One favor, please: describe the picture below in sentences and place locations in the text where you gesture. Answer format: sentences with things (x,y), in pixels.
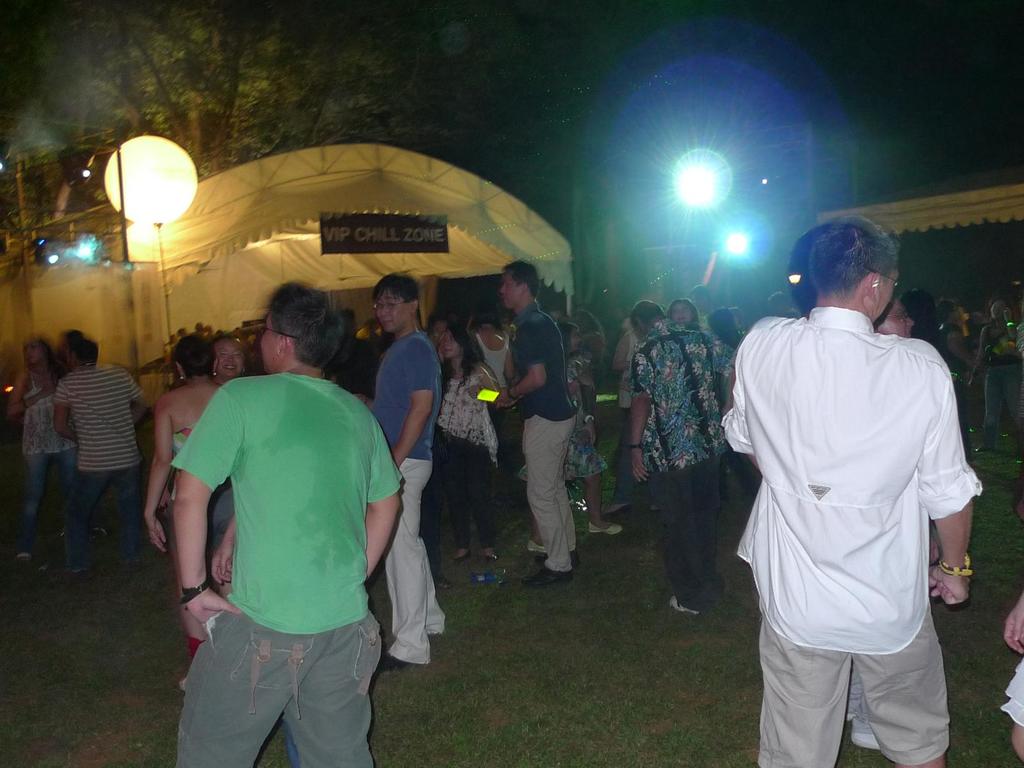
In the given image i can see the lights (159,205), people (903,533), sheds (211,193), grass (997,636) and trees (264,44).
